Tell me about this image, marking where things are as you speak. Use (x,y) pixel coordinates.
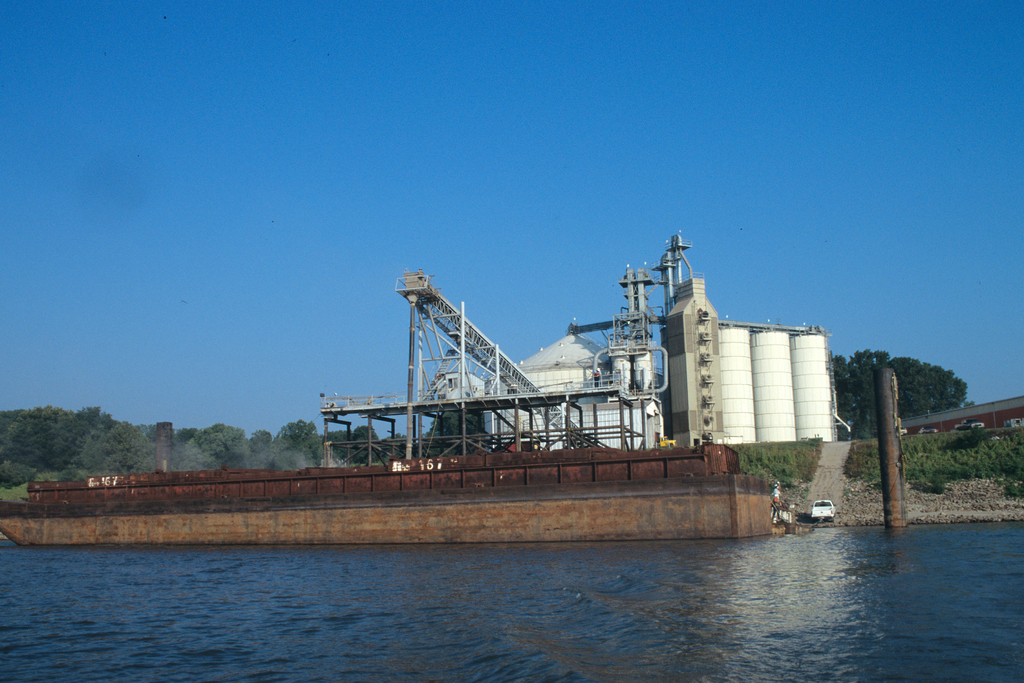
In this picture I can see a factory (603,418), a vehicle (824,501) and some objects (867,494) on the ground (745,453). Here I can see water (298,620). In the background (196,431) I can see trees (212,443) and the sky (249,267).
